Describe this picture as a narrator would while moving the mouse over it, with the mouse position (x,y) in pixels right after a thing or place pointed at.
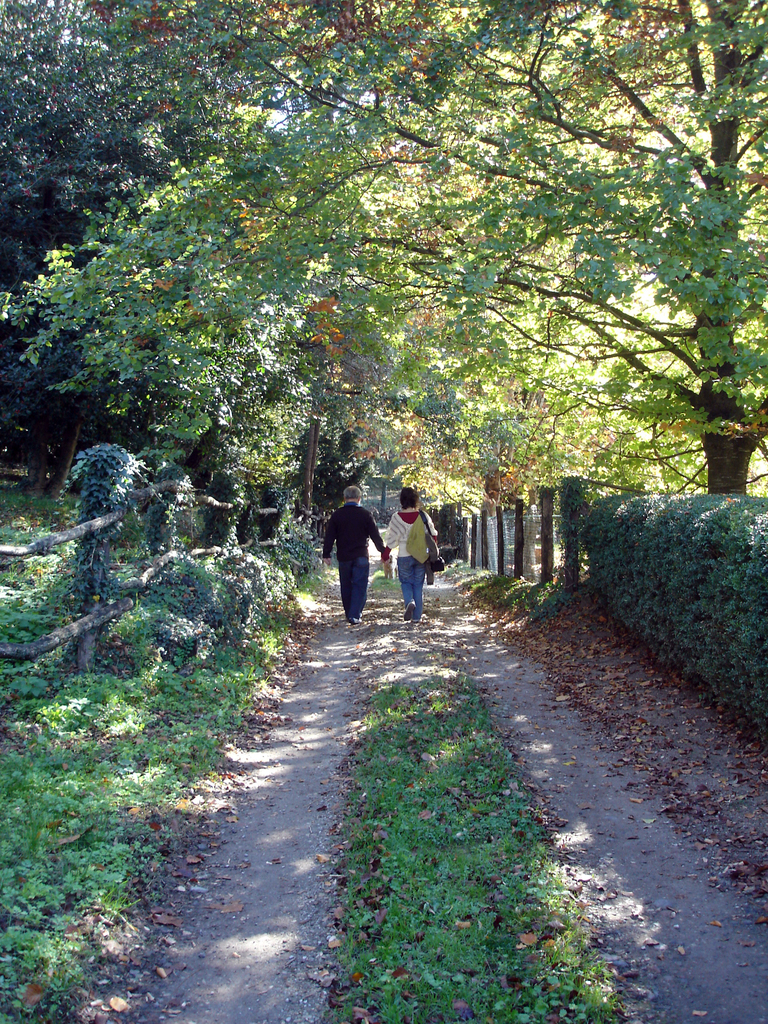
In the center of the image (431,578) there are two people (416,566) walking on the road (405,616). At the bottom of the image (140,792) there is grass (135,767) on the surface (132,698). On both right and left side of the image (100,608) there is a wooden fence (53,639). In the background of the image (441,467) there are trees (434,159).
